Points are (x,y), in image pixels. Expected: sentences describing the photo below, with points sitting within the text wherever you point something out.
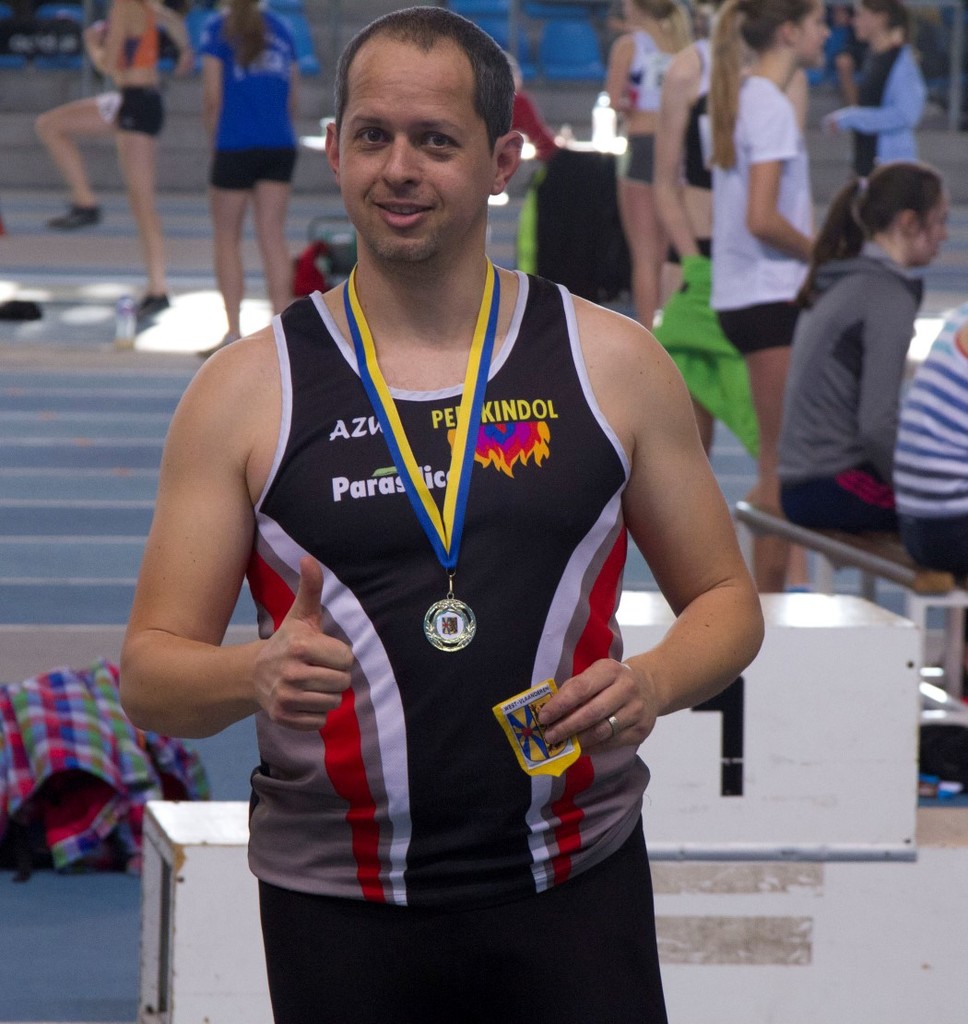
In this picture I can see there is a man (286,327) standing and he is wearing a black jersey (436,585) and a medal (470,462). In the backdrop (742,175) I can see there are few people (250,168) standing and practicing.
